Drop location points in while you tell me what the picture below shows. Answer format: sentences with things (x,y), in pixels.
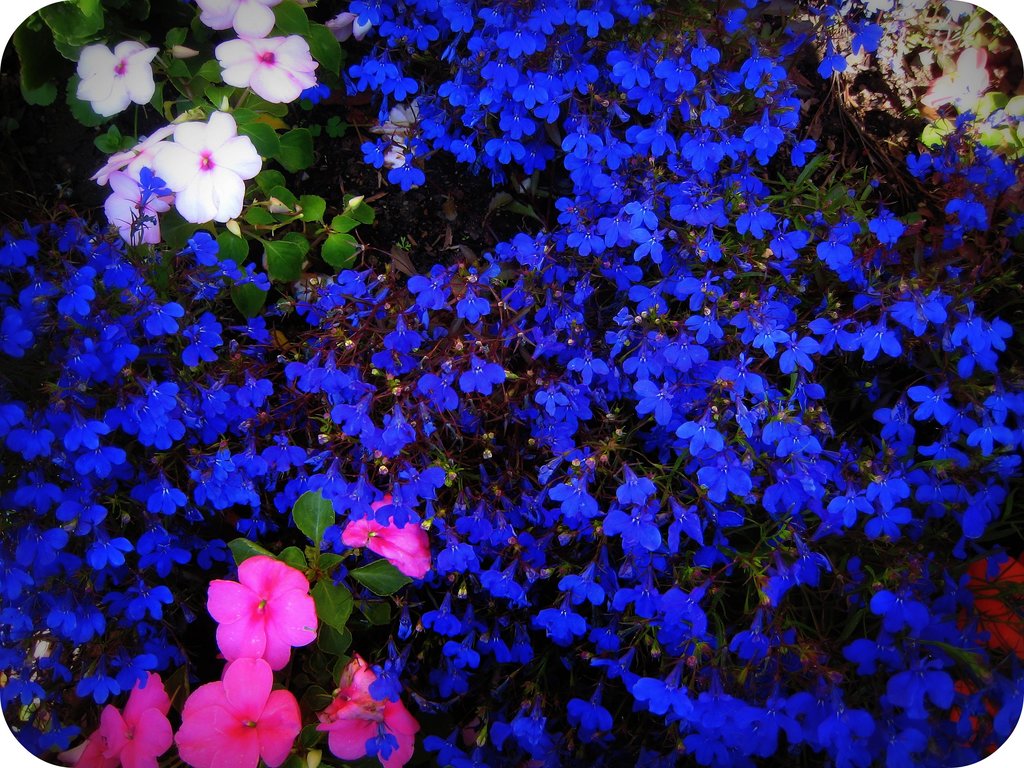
In this image I can see many flowers (355,698), they are in blue, pink and white color. I can also see leaves (344,601) in green color.
